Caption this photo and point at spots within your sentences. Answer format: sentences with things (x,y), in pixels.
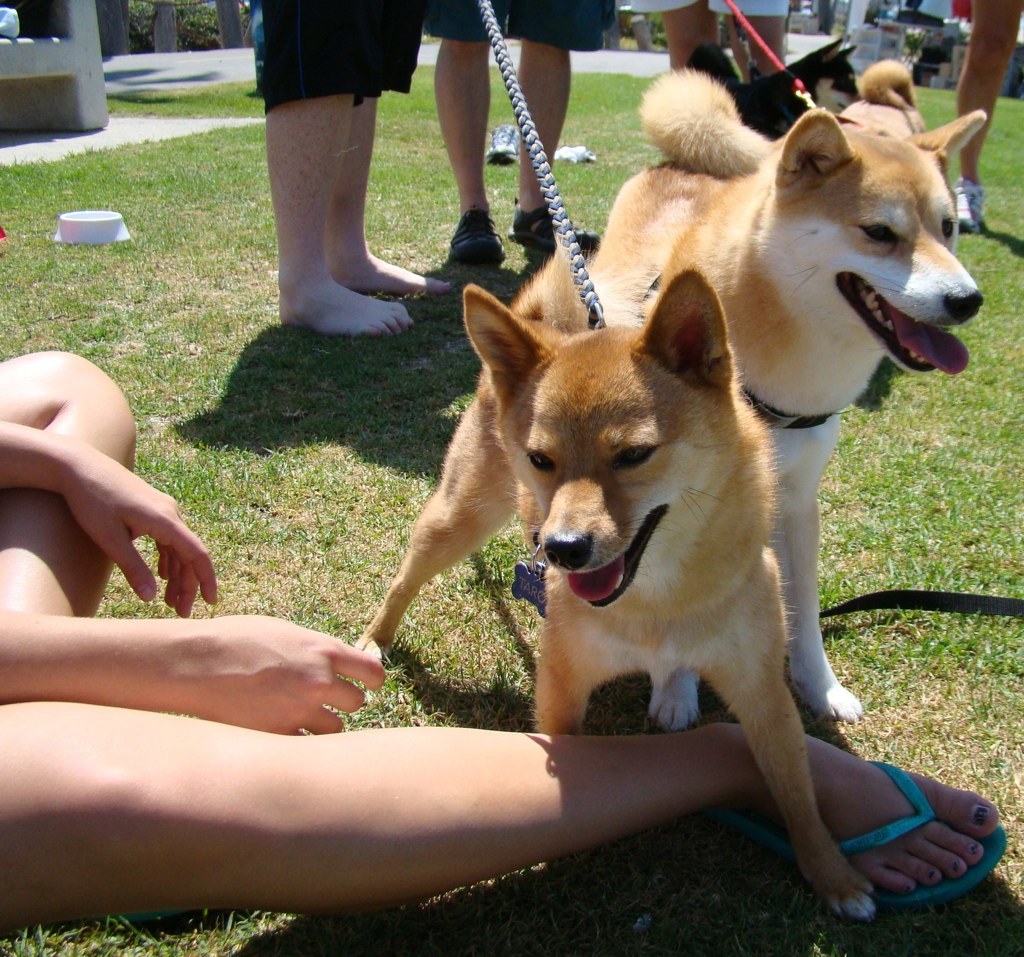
Here we can see legs (38,534) of humans (989,43). There are four dogs (484,495) and this is grass (247,481).
